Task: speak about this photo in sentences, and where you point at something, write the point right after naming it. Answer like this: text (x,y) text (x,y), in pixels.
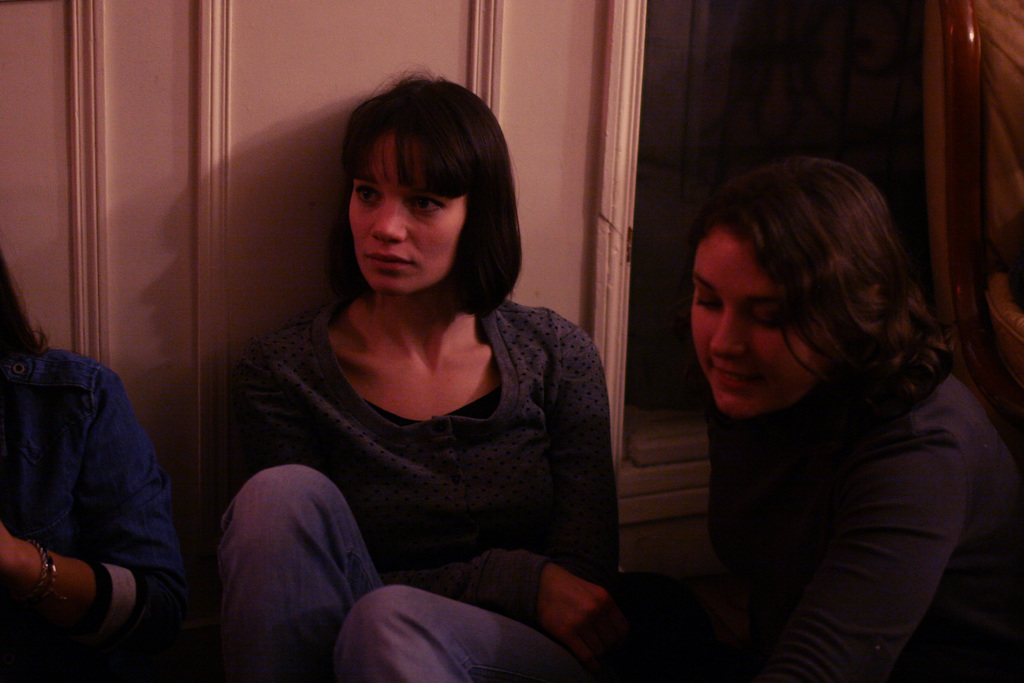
There are persons (476,304) in different color dresses (805,407) sitting. In the background (209,43), there is white wall (528,35).
